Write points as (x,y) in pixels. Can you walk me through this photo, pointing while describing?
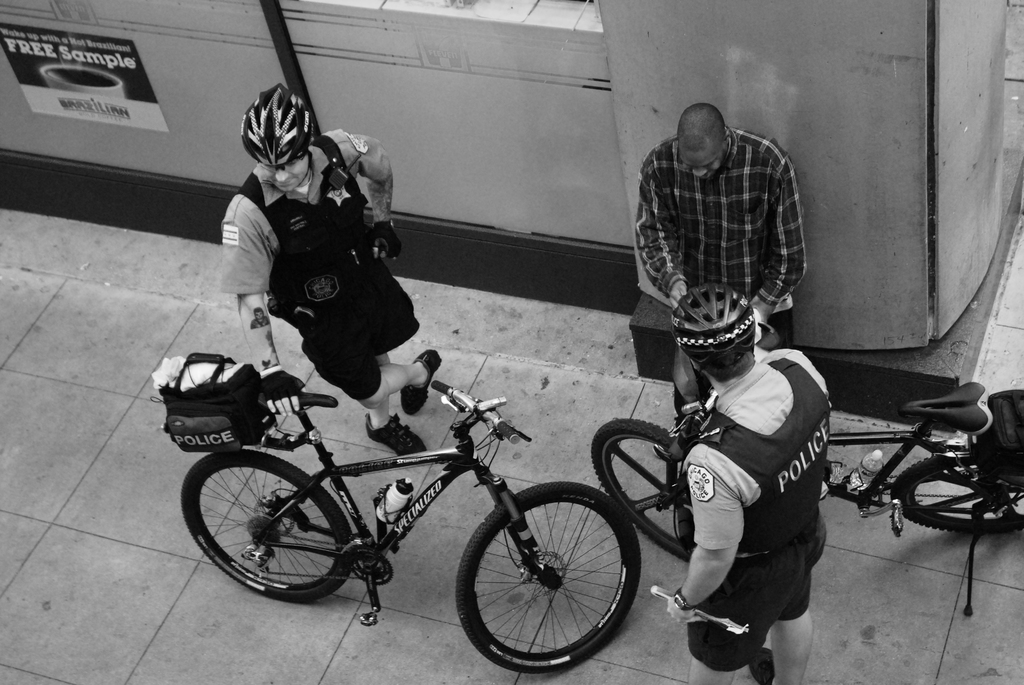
In the foreground of this image (775,343), there are three men (723,305) standing and also there are two bicycles (598,507). At the top (599,44), there is the wall (408,78).
